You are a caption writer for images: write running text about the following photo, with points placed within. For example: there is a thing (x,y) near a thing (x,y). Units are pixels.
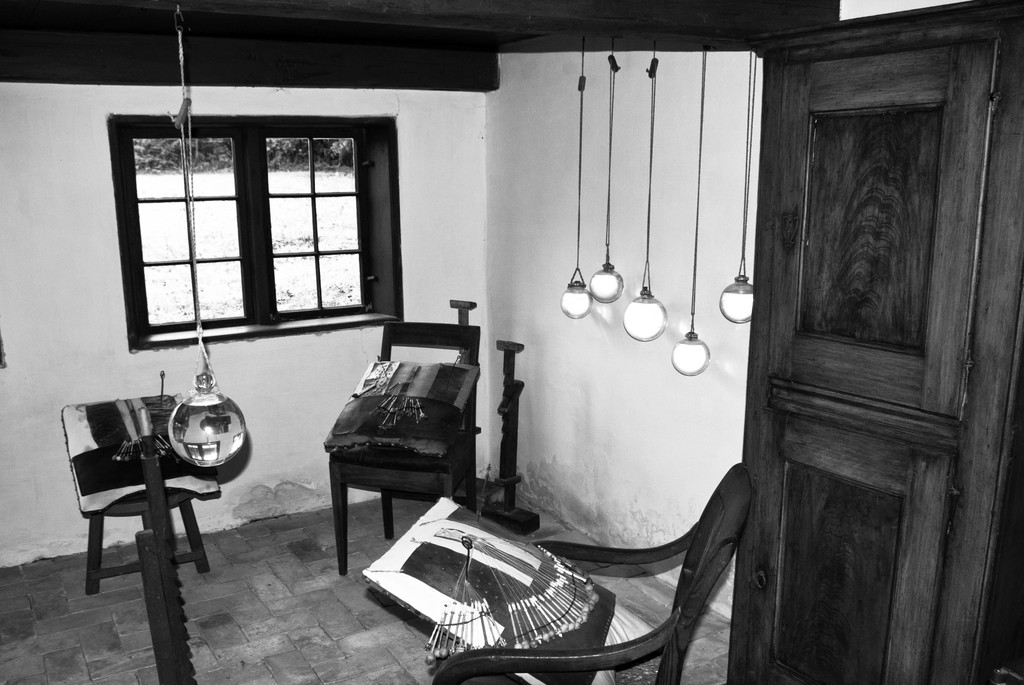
In this image I can see on a door (793,357), lights (619,277) and a window (354,242). This picture is black and white in color.
